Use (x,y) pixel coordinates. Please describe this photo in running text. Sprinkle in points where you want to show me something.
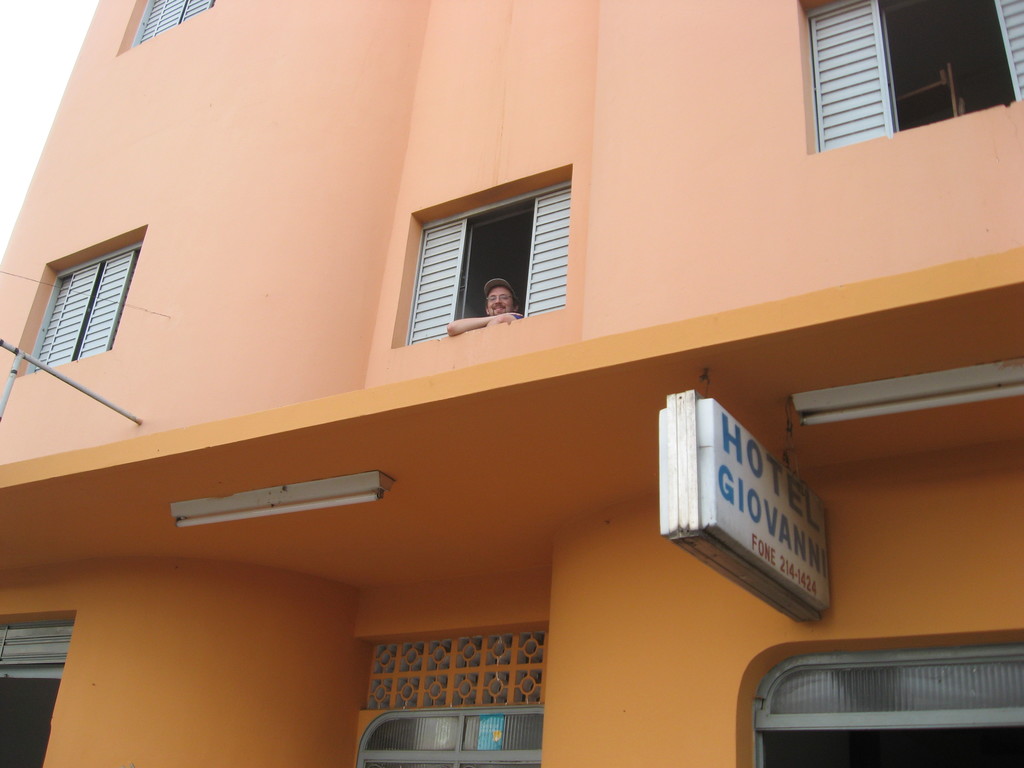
It is a hotel (569,372) it has many windows (551,210) and from one of the window (422,326) a person (509,298) is peeping outside, the building (462,227) is in peach color.
